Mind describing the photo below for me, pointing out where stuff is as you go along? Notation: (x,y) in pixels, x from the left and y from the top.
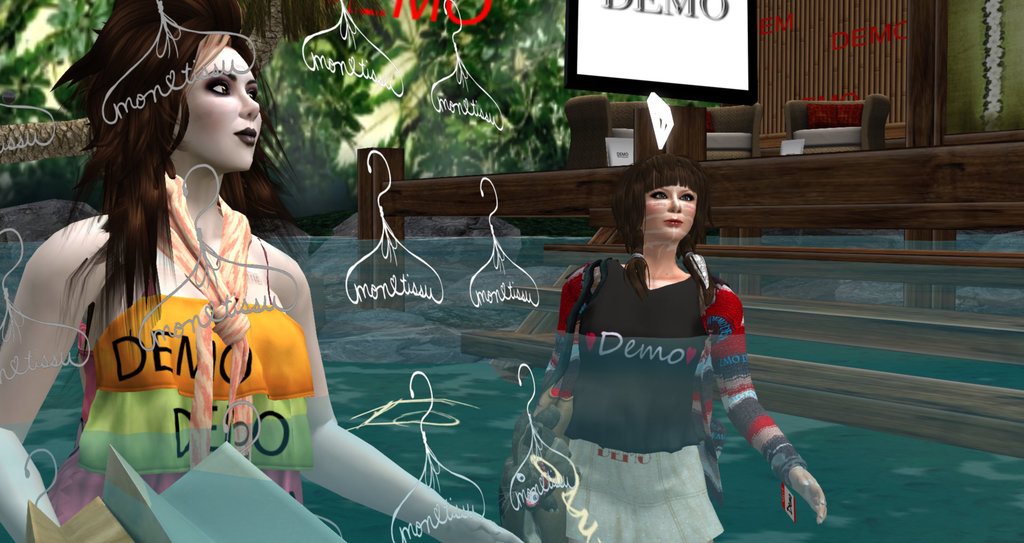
In this picture I can observe graphic. There are two women (624,300) standing in the water (409,260). On the right side (752,175) there is a house (786,191). In the background (351,107) there are trees (358,101).
